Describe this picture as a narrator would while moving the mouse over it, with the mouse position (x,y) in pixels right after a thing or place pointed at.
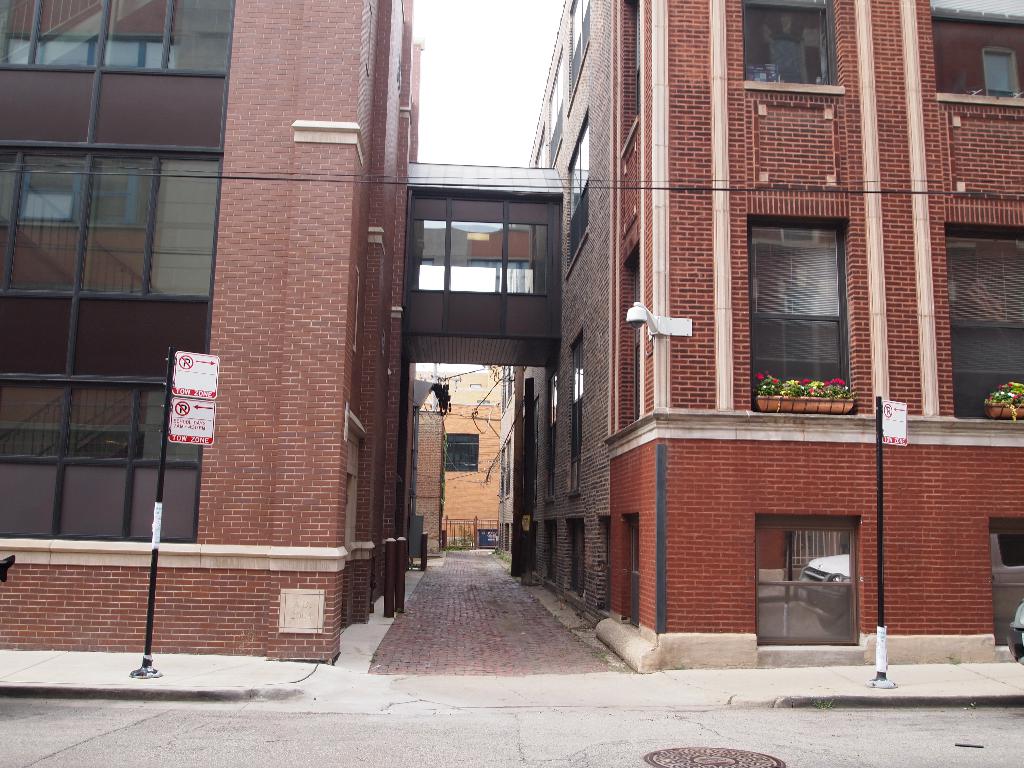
In this image we can see buildings (441,321), sky (449,120), poles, sign boards (194,372), road (407,656) and house plants (818,394).
